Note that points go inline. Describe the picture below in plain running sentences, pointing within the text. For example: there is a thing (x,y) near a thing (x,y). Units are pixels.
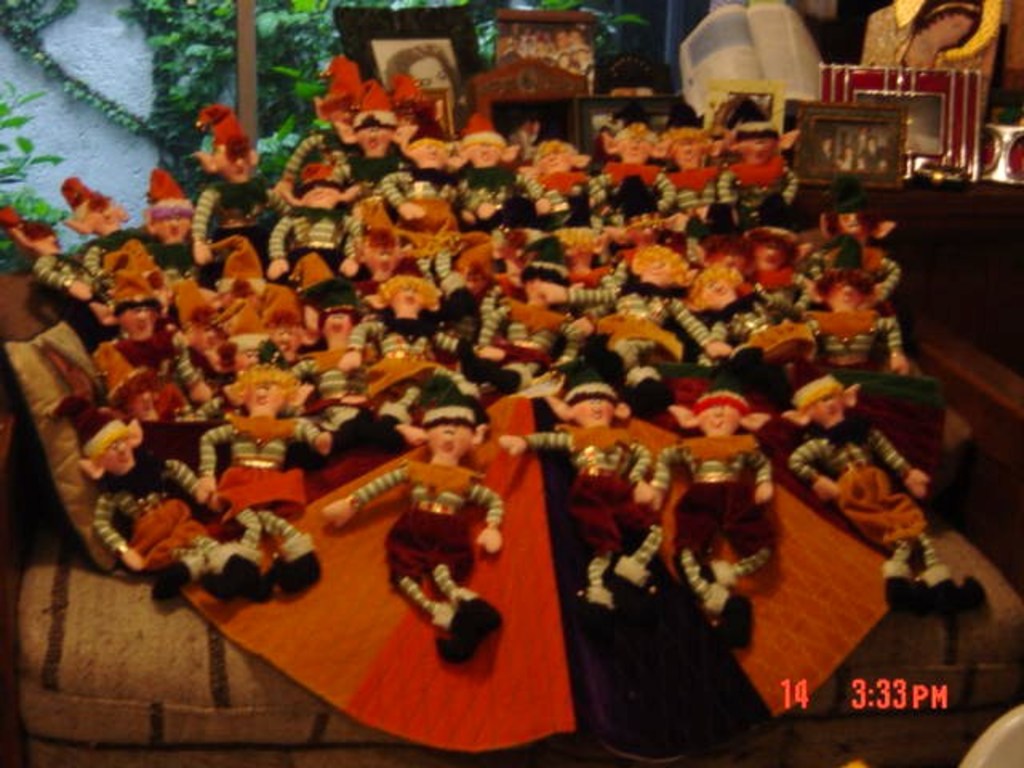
In this picture, I can see a group of dolls (534,370) and here is a image drawing (401,62), a book (720,49) and few trees (266,59).
